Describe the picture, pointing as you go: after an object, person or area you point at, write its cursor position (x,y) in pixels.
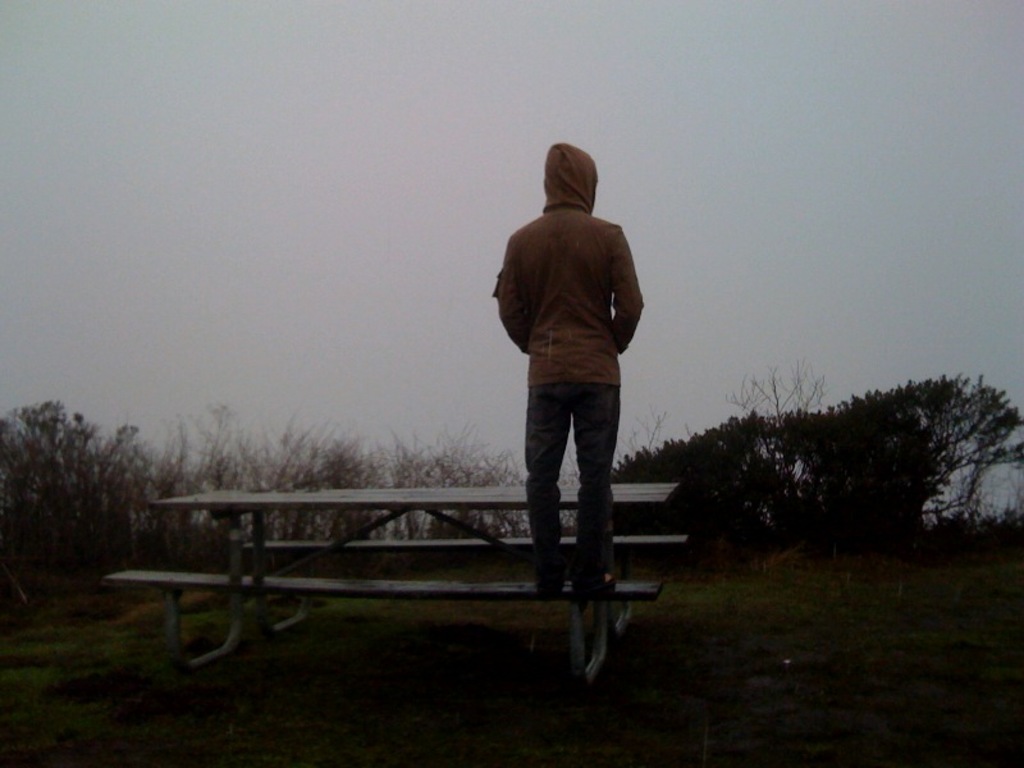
In this image we can see a man (562,444) standing on a bench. We can also see grass (838,647), a group of trees (758,543) and the sky (494,434).
